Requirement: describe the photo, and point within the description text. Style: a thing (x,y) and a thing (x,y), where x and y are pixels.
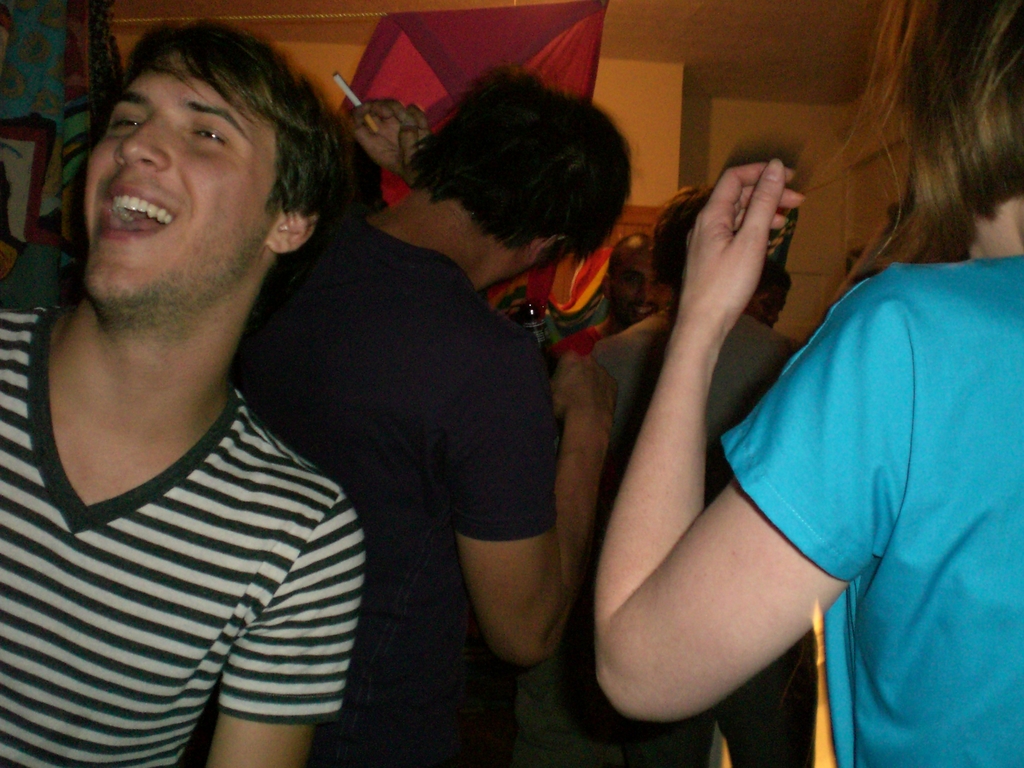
In this image we can see some people (453,519) standing near the wall (609,72), some objects (42,115) are on the surface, one man (450,276) holding a bottle (525,322) and a cigarette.
